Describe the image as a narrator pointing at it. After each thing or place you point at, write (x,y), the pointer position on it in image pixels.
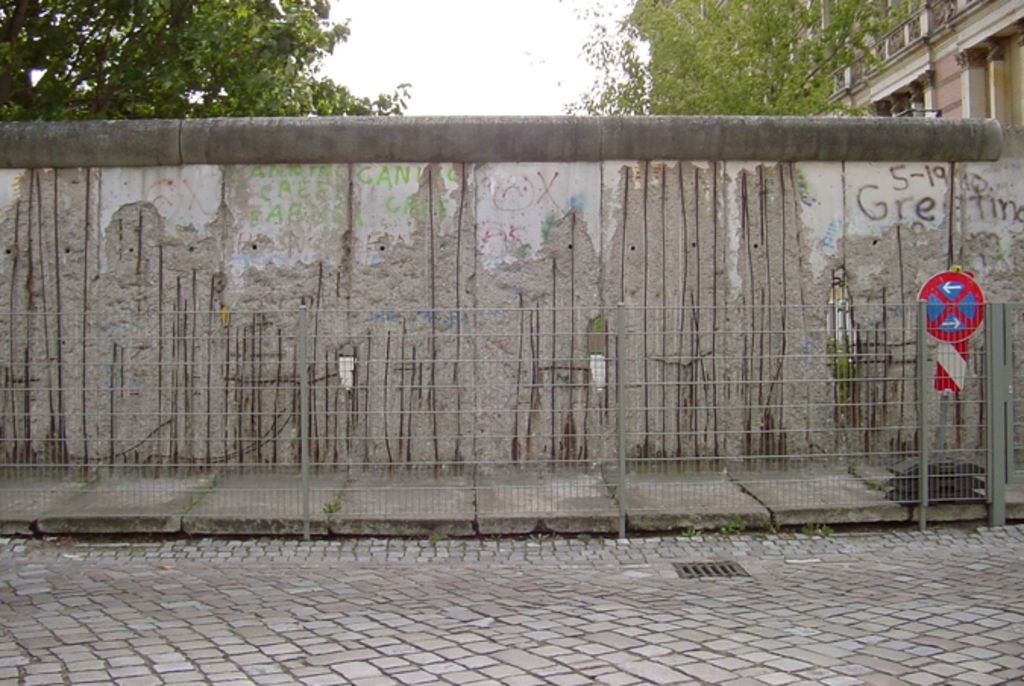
There is a brick road (398,599). Also there is a mesh fencing (349,397) with poles (925,424). In the back (472,262) there is a wall (476,414), sidewalk (599,481) and a sign board (930,290). In the background (447,62) there are trees (227,98), sky (452,49) and a building (873,76).
